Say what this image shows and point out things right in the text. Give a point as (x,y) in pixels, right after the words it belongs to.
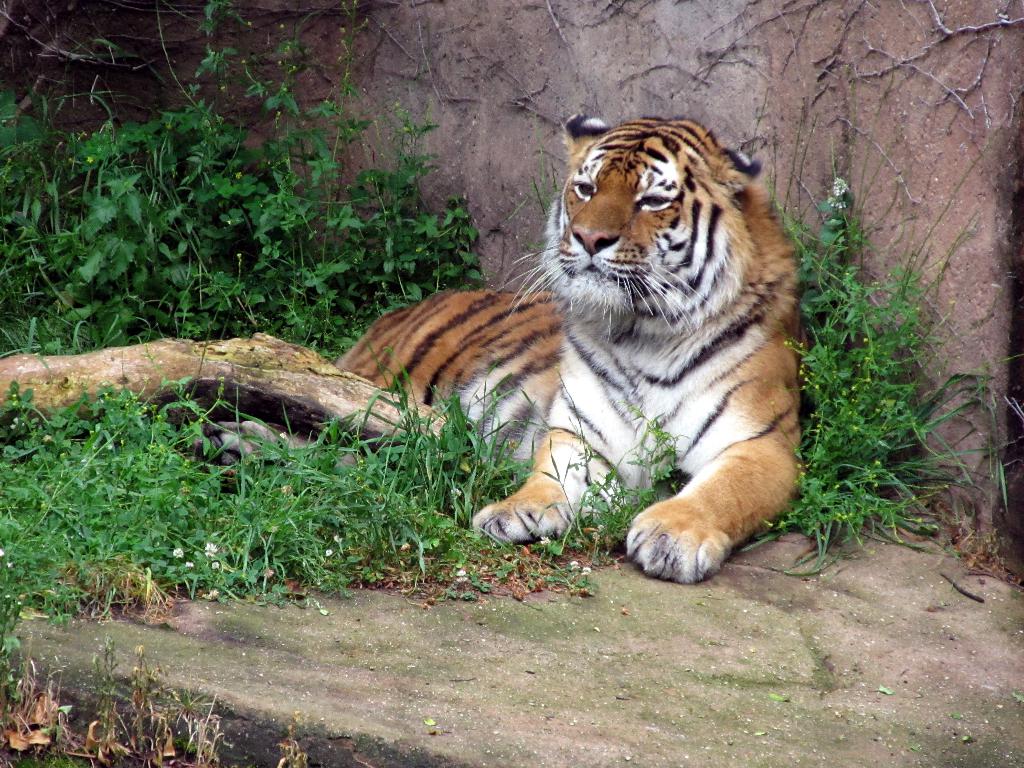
In this image there is a tiger (598,378), beside the tiger (592,328) there is green grass (197,268) and a log (164,362), in the background (308,14) there is a wall (979,476).
